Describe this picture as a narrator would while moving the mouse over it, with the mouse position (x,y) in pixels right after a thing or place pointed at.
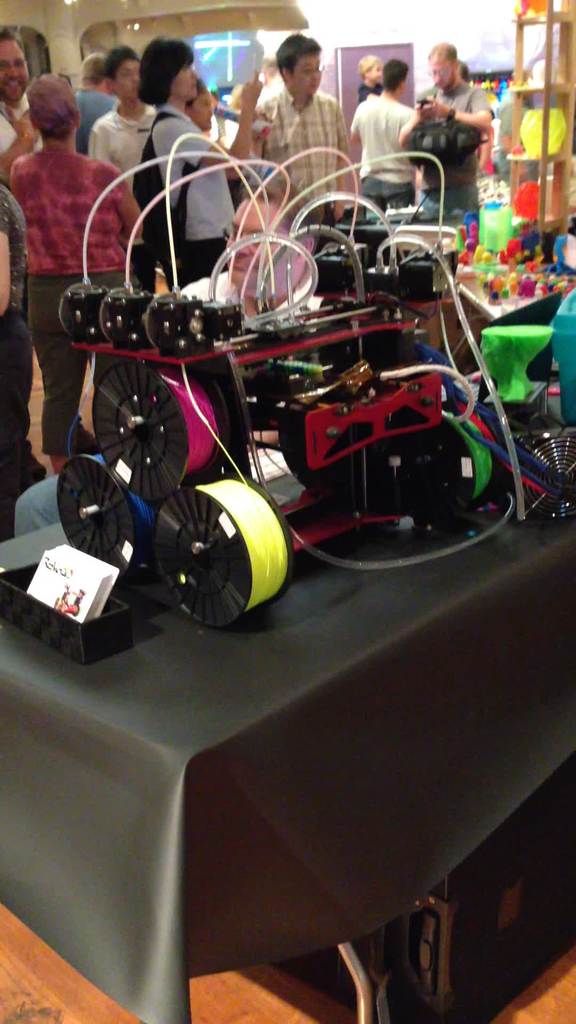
As we can see in the image in the front (257,638) there is a table (257,638). On table (105,836) there is an electrical equipment (398,448). In the background (447,13) there is a wall (447,13), photo frame (358,45) and few people (197,93) here and there.
